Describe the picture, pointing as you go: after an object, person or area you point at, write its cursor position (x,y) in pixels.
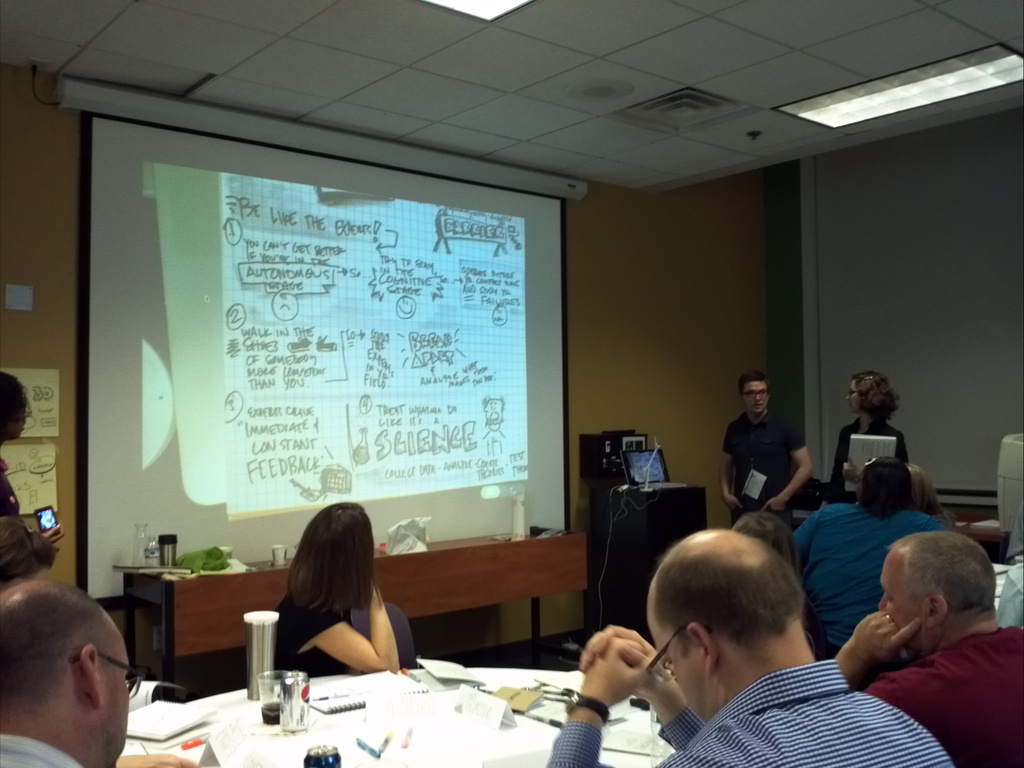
This image is taken inside the room (139,500). In this image there are few people (79,706) sitting on the chairs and few of them are standing. In the middle of the image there is a table (253,722) with many things (286,697) on it. In the right side of the image (889,596) a man (895,636) is sitting on the chair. In the background (298,403) there is a wall (65,375) with projector screen (299,338) on it. At the top of the image (304,53) there is a ceiling (712,104) with lights (915,86).
